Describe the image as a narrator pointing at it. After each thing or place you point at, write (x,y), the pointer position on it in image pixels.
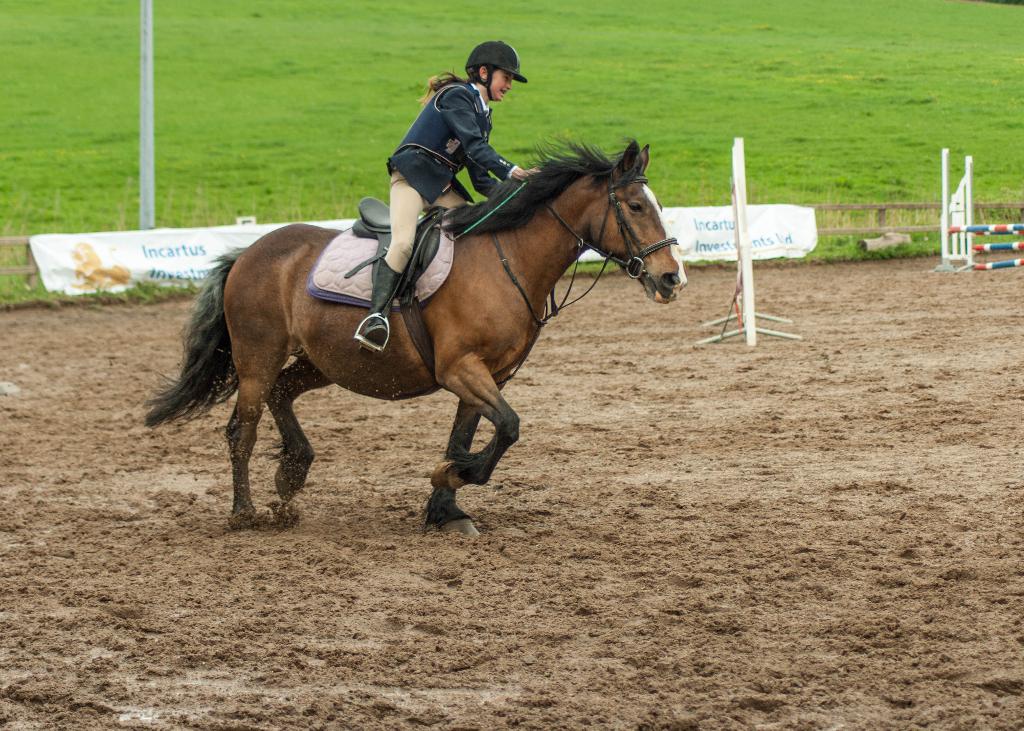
In this image we can see a person (421,125) wearing the helmet (487,81) and riding the horse (510,249). We can also see the poles (736,177), wooden barrier (887,225) and also the banner (235,246) with the text (709,249). We can also see the grass (378,113) and at the bottom (642,595) we can see the soil (322,640).
